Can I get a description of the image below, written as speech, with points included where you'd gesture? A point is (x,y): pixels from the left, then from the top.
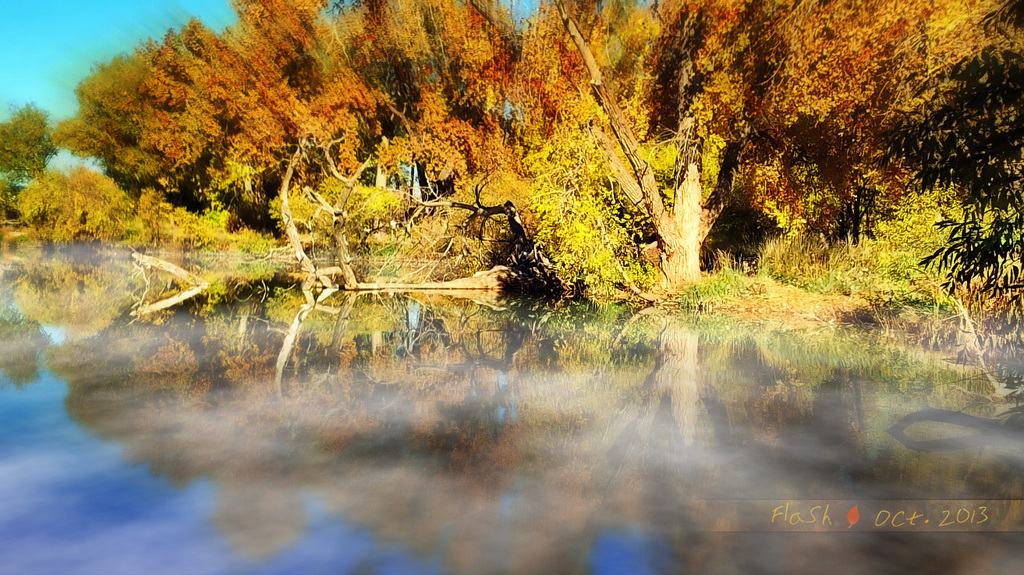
In this image in the background (551,156) there are trees (444,154) and there is some text (893,514) written on the image.
